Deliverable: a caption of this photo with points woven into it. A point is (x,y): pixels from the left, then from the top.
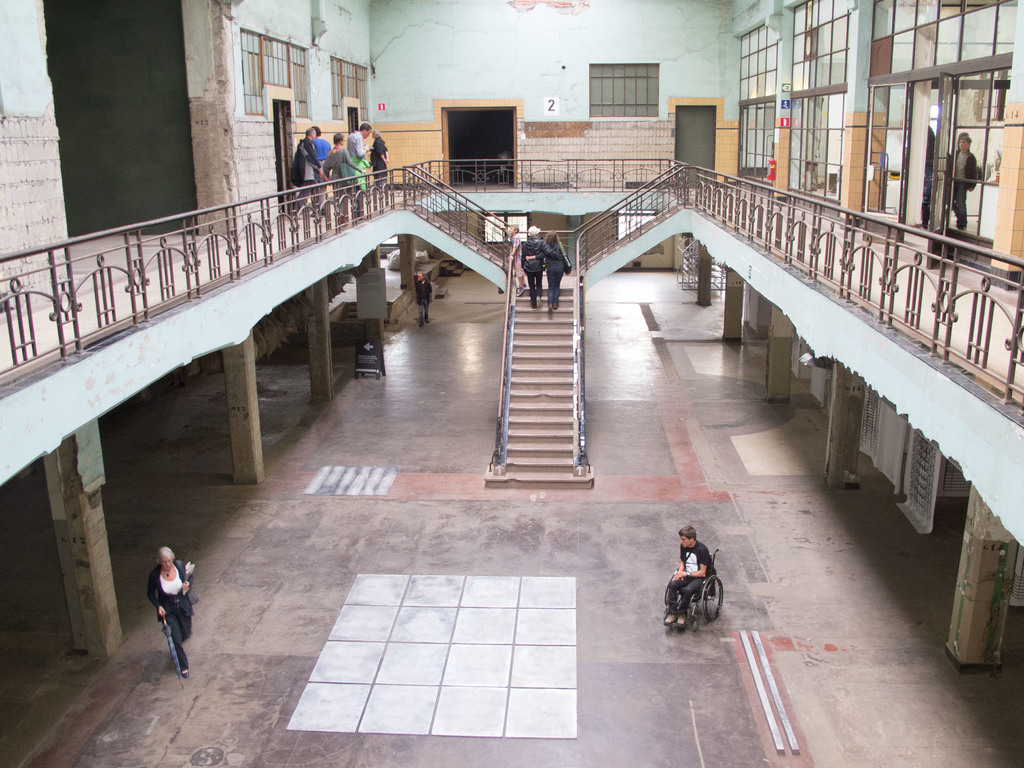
This picture shows a building (652,262) and we see couple of them (525,265) climbing the stairs (544,276) and we see a woman (182,599) walking and holding a umbrella (165,620) in her hand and we see a man (690,596) seated on the wheelchair (692,610) and we see windows (747,121) and doors (685,125) and few people (381,151) standing.
